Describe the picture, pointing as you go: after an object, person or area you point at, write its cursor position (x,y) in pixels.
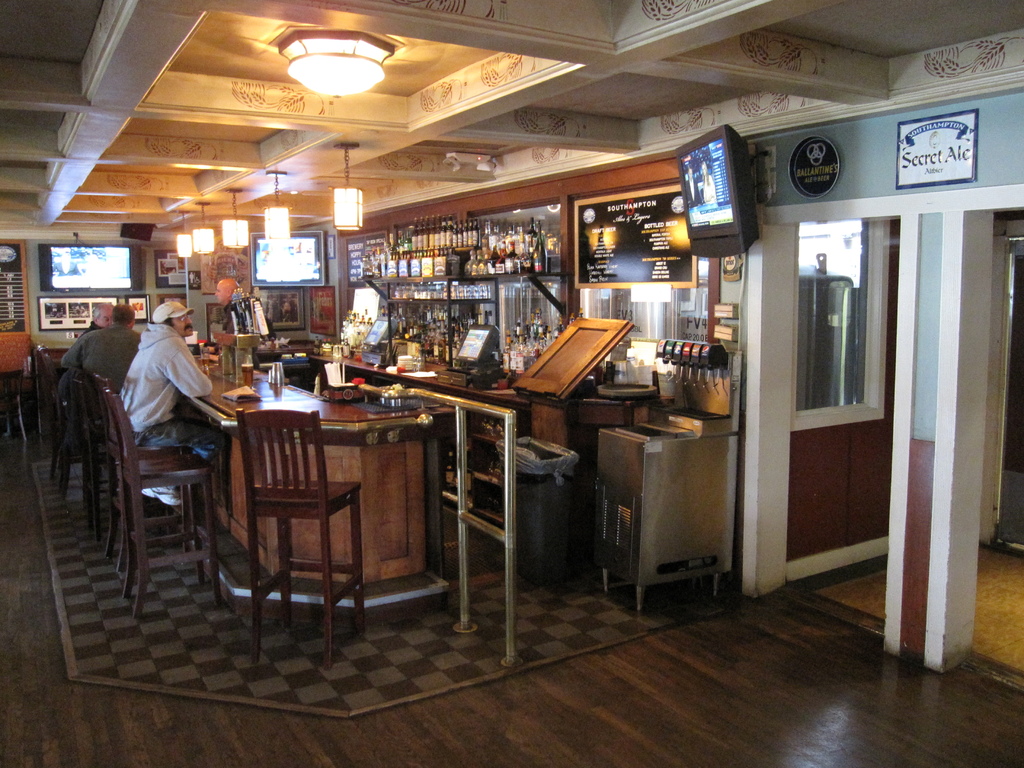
In the foreground of this picture (428,538), there is a wine counter (445,389) where we can see few men (134,405) sitting on the chairs (304,501) near a table (308,396). This image includes lights (340,199), bottles (487,244), glasses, screens (280,246), a TV (705,192), a drink machine (701,352), door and the floor (466,664).
